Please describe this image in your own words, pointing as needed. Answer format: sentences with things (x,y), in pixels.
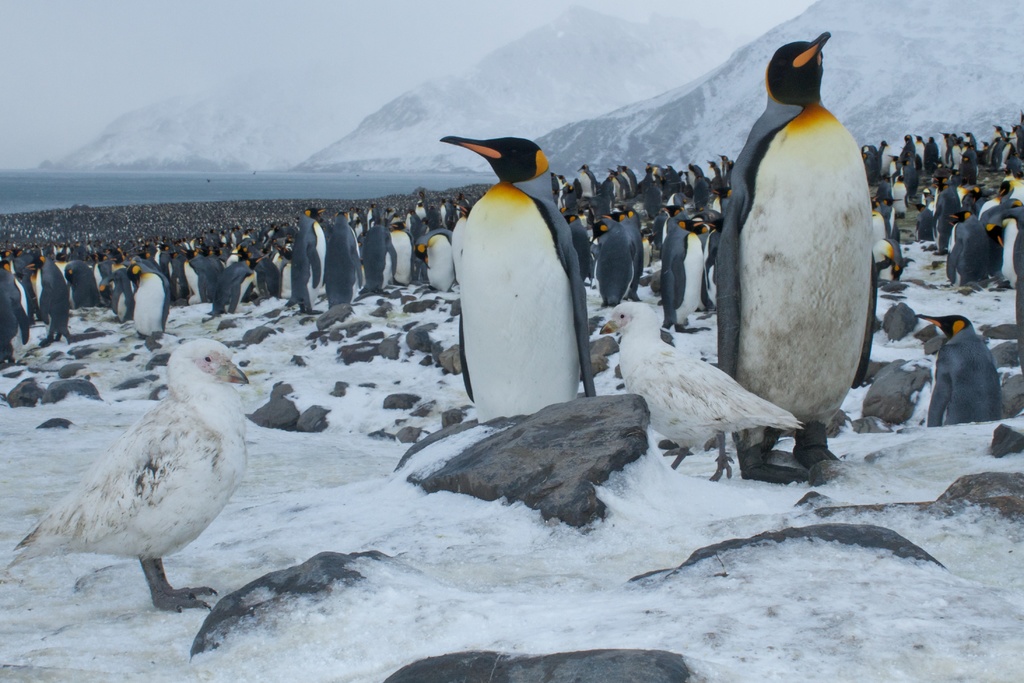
In this image, there are some black and white color penguins (716,279) standing, there are two white color bird (243,458) on the ground (478,553), in the background (468,67) there are some mountains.
